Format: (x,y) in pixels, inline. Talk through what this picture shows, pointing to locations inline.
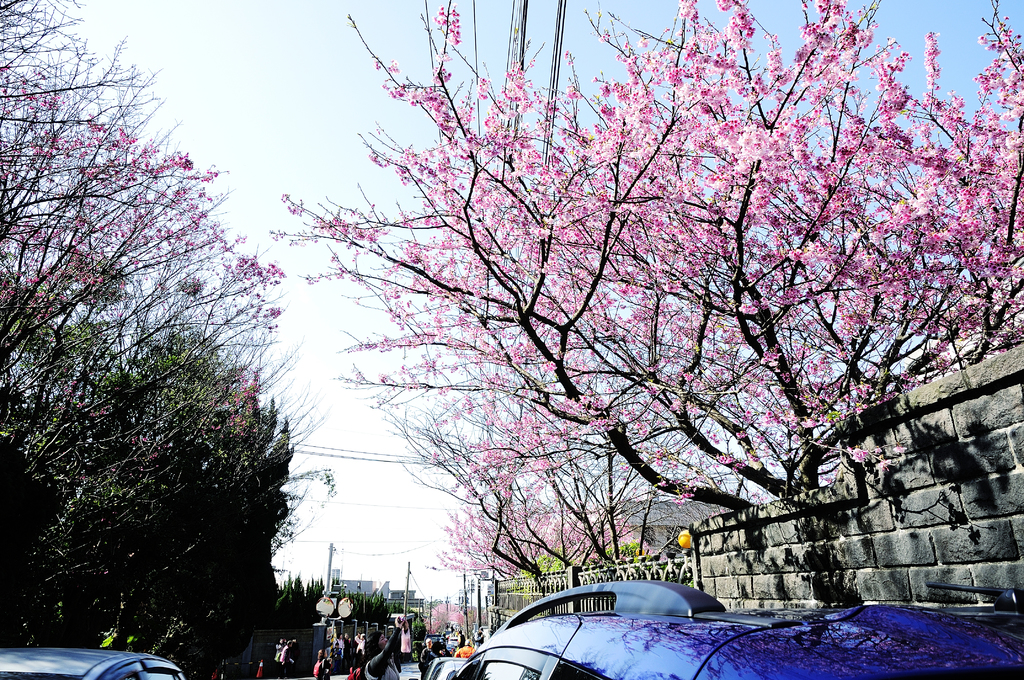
In this picture I can see few buildings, trees (508,476) and few poles (479,584) and I can see few people (368,633) and few cars (559,643) and a clear sky (218,156).
